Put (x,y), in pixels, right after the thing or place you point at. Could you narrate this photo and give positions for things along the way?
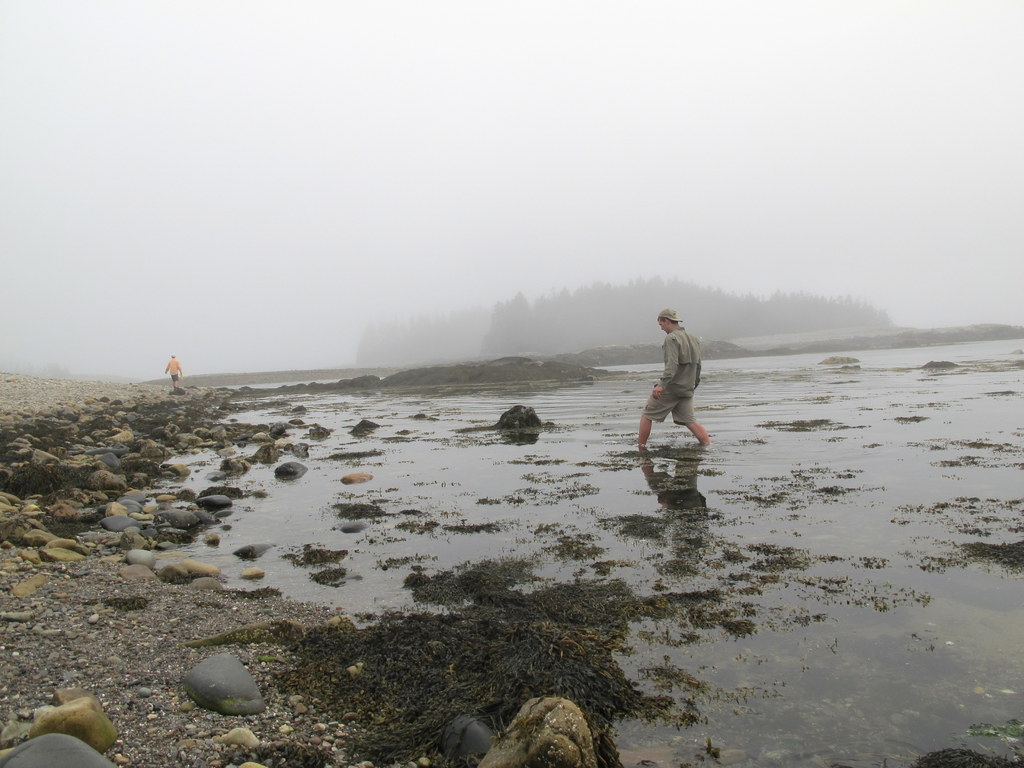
In this picture we can see a person (651,419) is standing in the water (636,406) and on the left side of the person (680,355) there are stones (42,432) and another person (176,383) is walking on the path (149,396). In front of the people (171,362) there are trees (600,291) and fog (492,230).
